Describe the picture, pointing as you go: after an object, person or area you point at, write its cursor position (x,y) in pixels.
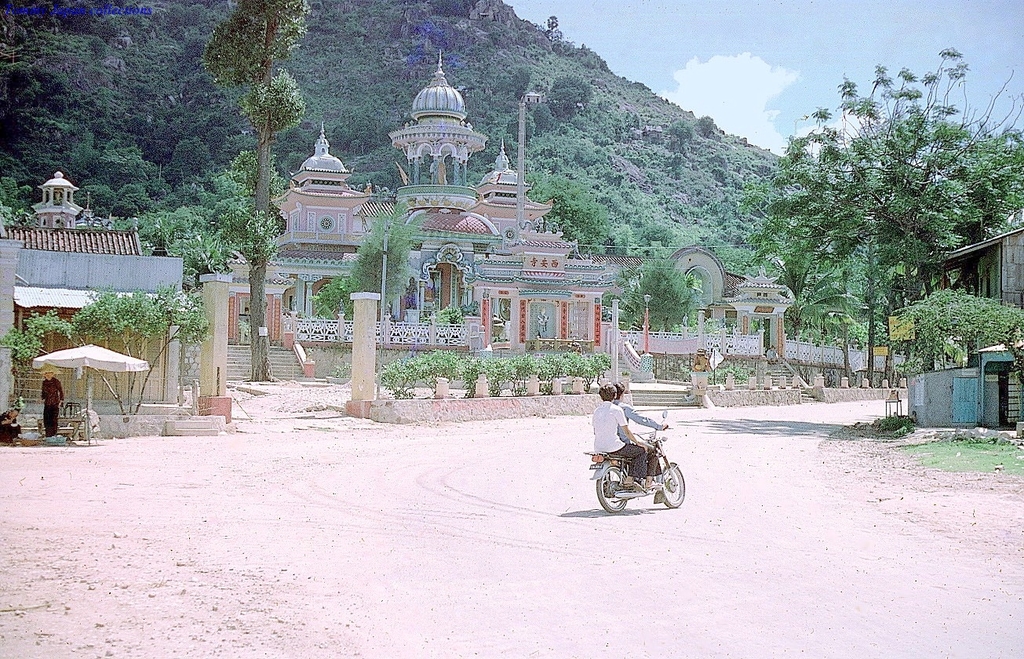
There are two persons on the bike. Here we can see two persons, umbrella (79,360), trees (72,338), plants (987,320), boards (485,326), and ancient architecture (307,186). In the background (397,153) there is a mountain (585,98) and sky (769,94) with clouds (736,81).
